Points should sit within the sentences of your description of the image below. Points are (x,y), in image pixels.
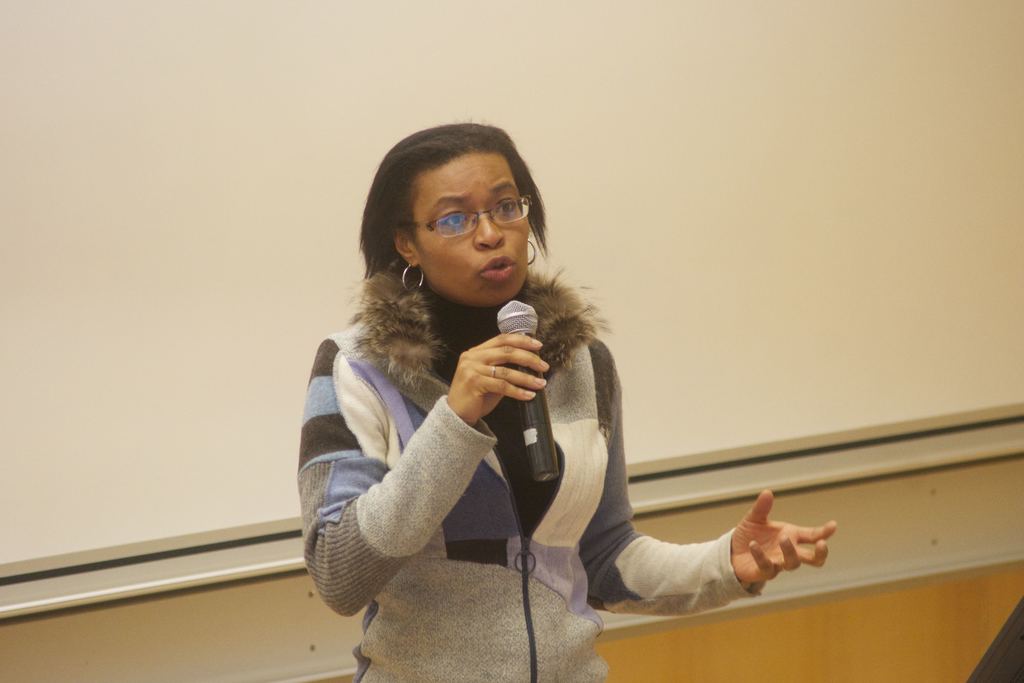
In this image we can see a person (429,525) wearing multi color jacket (473,443), spectacles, holding mic (523,416) in her hands (492,349) speaking about something and at the background of the image (243,177) there is white color sheet (197,274).
